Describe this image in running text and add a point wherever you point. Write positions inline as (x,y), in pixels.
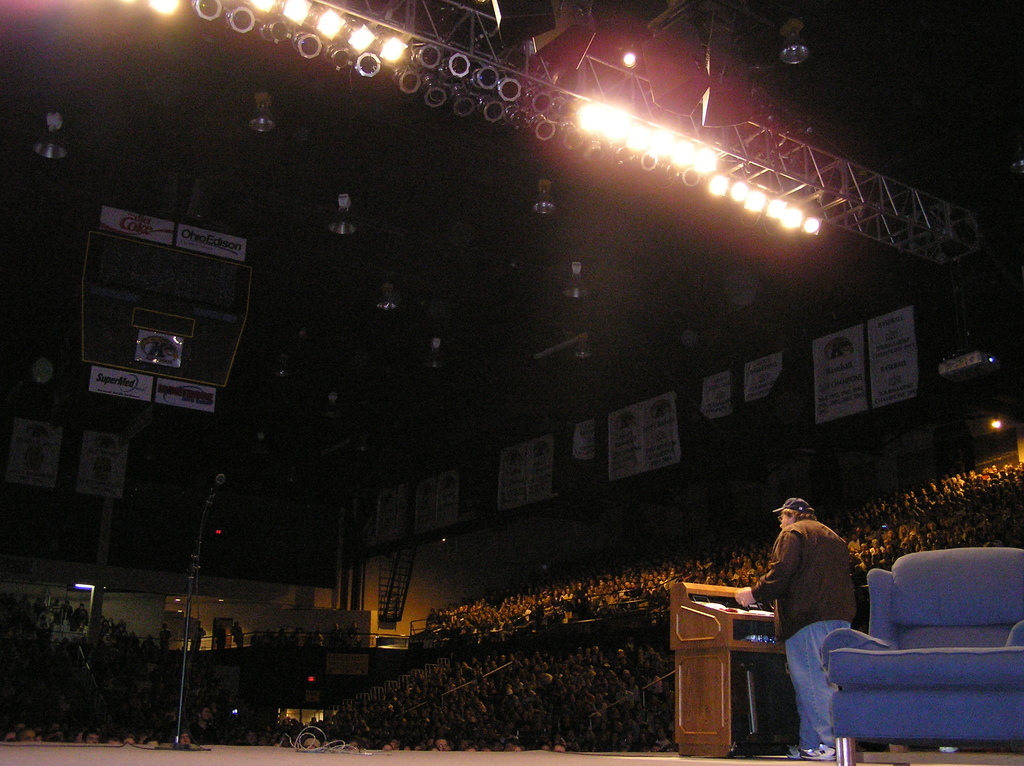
In this image there is an auditorium (745,528), in that people (561,616) are sitting on chairs (603,651), a man (808,629) is standing on a stage (645,761), in front of a podium (721,646) behind the man (799,612) there is a chair (916,702), in the middle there is mic (201,524), on top there are lights (372,77) and speaker (750,107).
